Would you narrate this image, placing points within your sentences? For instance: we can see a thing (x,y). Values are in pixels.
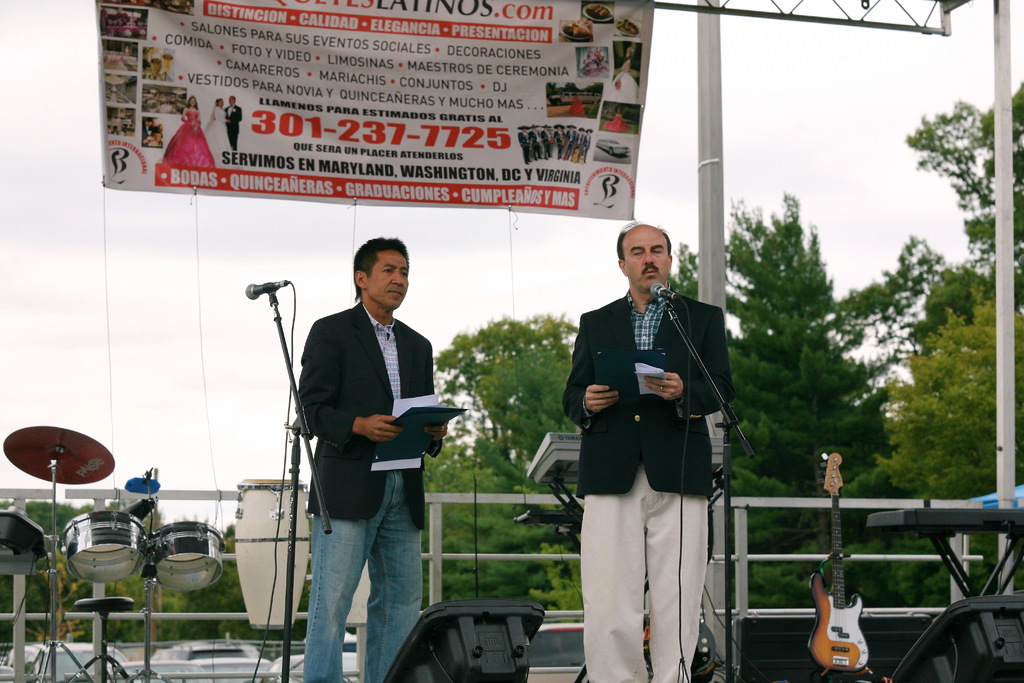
In this image we can see two persons (389,432), both of them are holding papers (424,440), one of them is talking, there are mics (290,536), drums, a guitar (860,598), and other musical instruments (912,518) on the stage (279,626), there are electronic objects (428,669), there is a banner (461,86) with text (437,86) on it, there are poles (433,511), trees (816,403), also we can see the sky (318,278).
